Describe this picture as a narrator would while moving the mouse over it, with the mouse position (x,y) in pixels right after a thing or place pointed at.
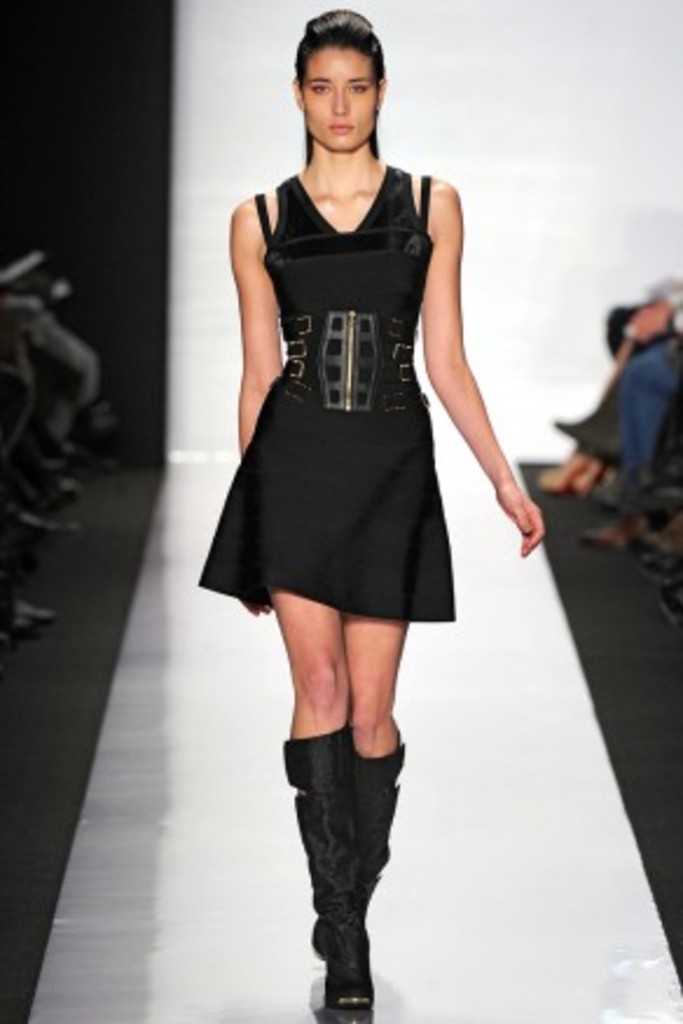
A beautiful woman (302,438) is doing cat walk on the ramp (462,709), she wore a black color dress (349,531).
